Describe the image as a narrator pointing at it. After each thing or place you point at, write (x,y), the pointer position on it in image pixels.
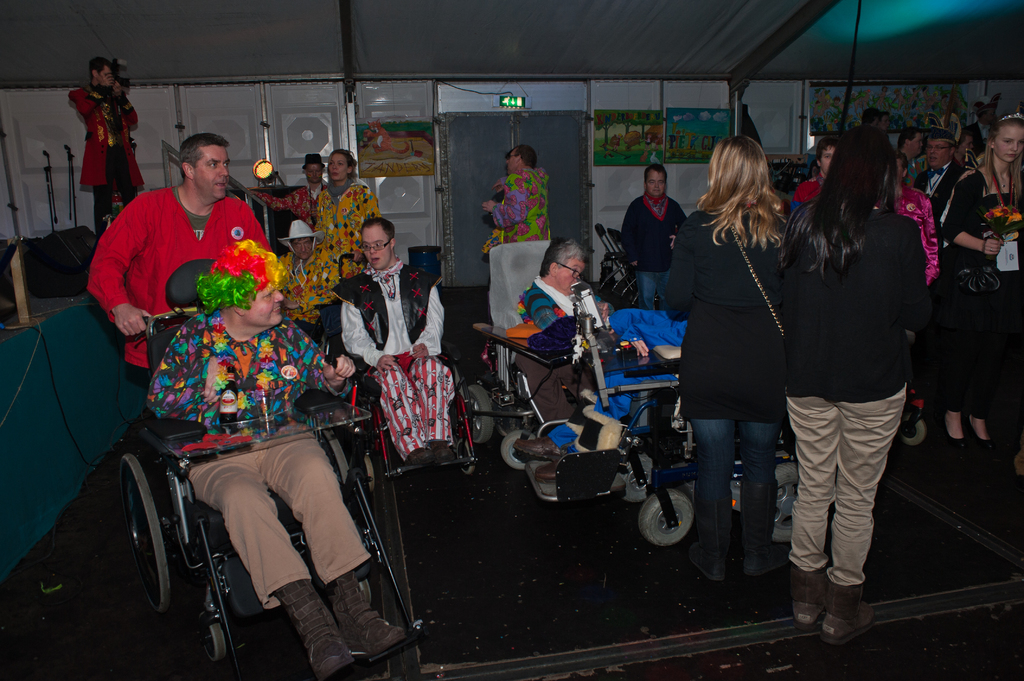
In this image, we can see people (326,292) sitting in the wheelchairs (505,330) and are wearing costumes (302,306). In the background (978,219), there are many people (756,219) and some are holding objects (985,230) in their hands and there are lights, frames (699,112), boards (399,146) and rods (46,155) and a cloth (25,381). At the top (547,34), there is a roof (655,49) and at the bottom (557,580), there is a floor (524,601).
